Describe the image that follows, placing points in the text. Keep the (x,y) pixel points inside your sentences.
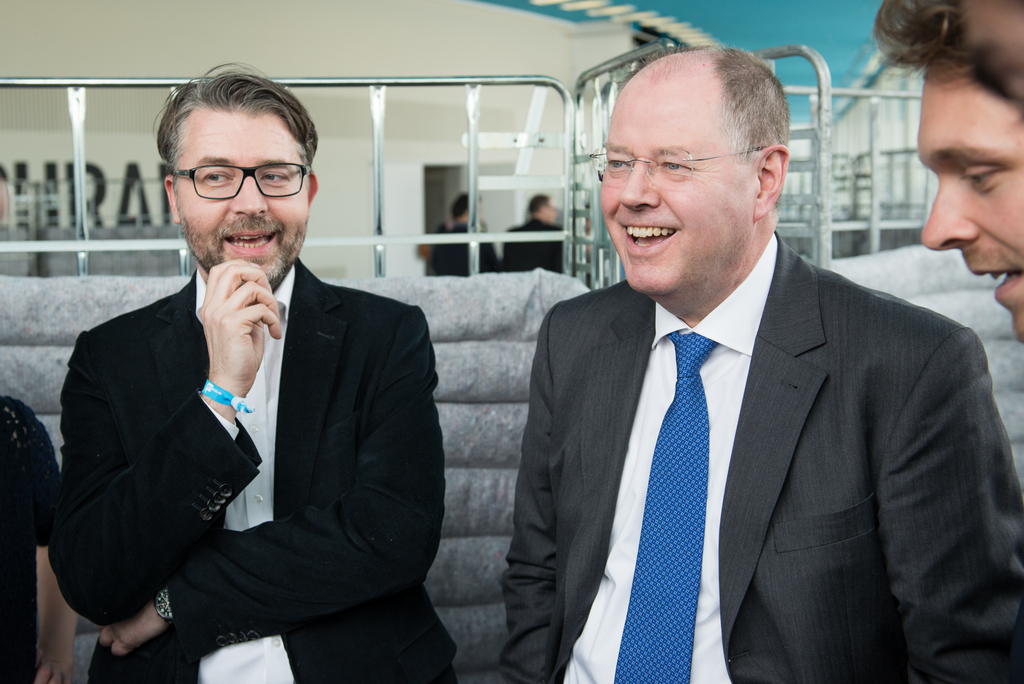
In this image there are persons (321,331) truncated towards the bottom of the image (639,577), there are persons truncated towards the right of the image (989,153), there is a person (27,504) truncated towards the left of the image (17,444), there are objects (507,372) truncated behind the persons (31,562), at the background of the image (533,53) there is a wall (453,56) truncated, there is text (108,192) on the wall (102,194).
